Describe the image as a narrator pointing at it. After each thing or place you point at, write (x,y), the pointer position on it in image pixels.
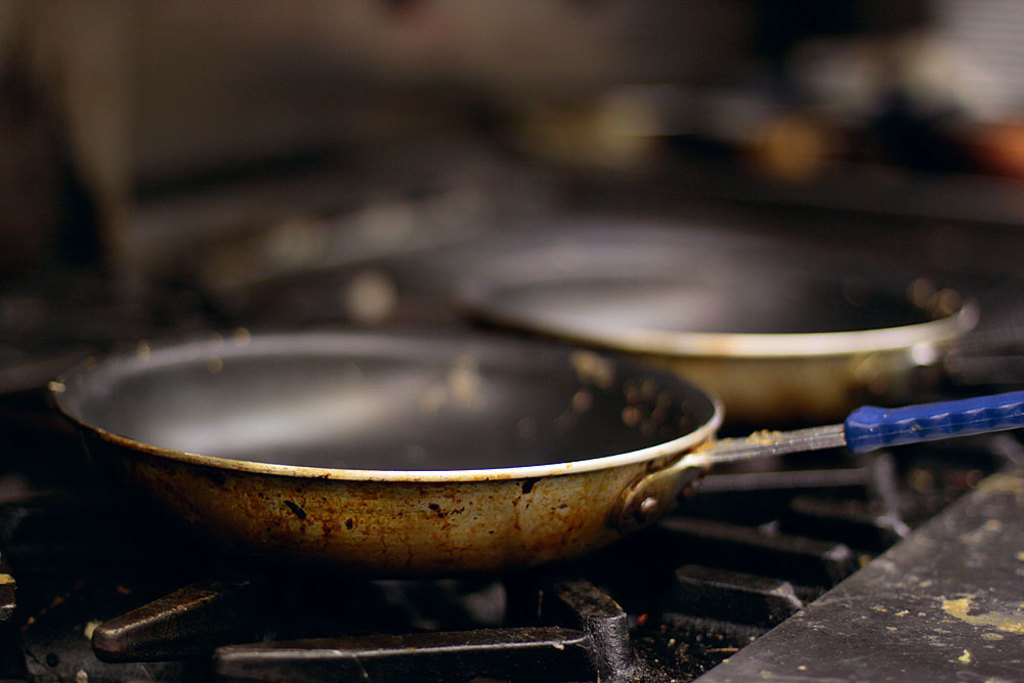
In this image we can see two pans (508,519) on a stove (410,580).
